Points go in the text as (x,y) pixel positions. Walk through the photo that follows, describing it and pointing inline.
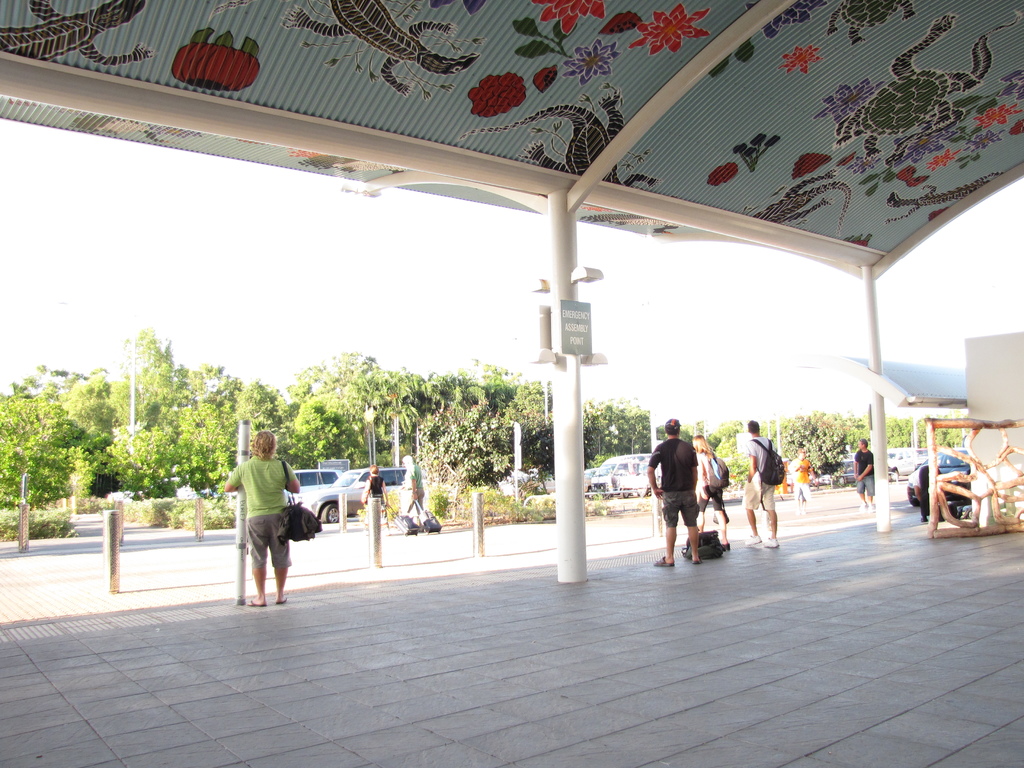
In the picture I can see some persons (673,470) walking through the floor (425,583), in the background of the picture (616,496) there are some vehicles (907,449) moving and there are some trees (288,452) and clear sky (398,258).
